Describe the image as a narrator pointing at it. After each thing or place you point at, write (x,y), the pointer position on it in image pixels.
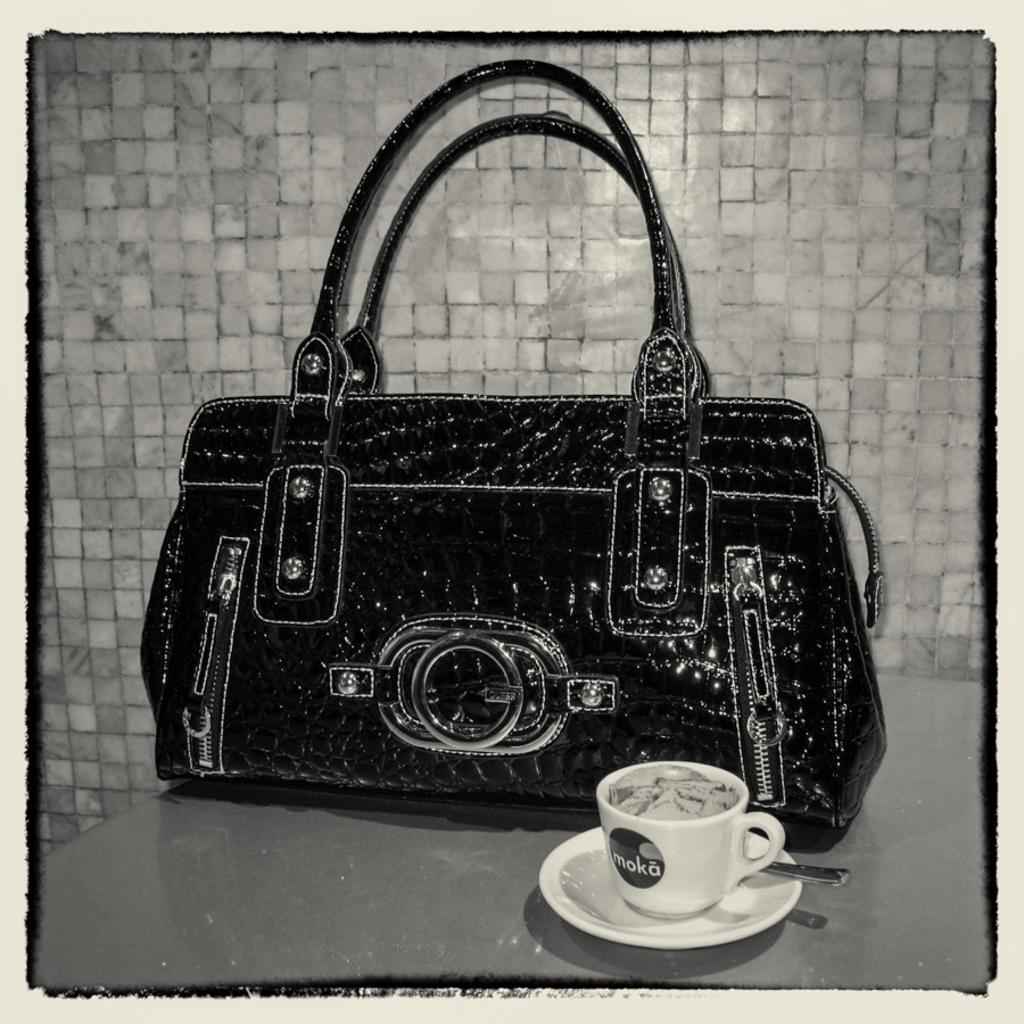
there is a bag (468,541) along with cup (682,899) and saucer (697,920).
